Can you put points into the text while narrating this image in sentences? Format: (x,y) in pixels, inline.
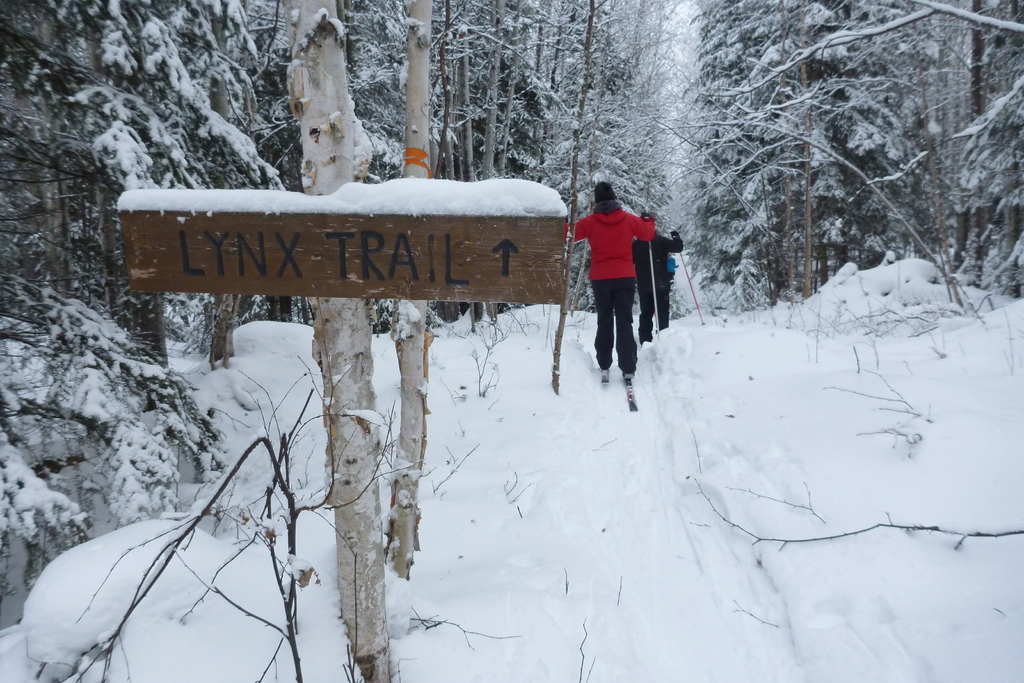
This picture is taken in a snow (699,371). In between the trees (567,164), there are people (622,239) skating with the ski-boards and holding sticks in their hands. All of them are facing backwards. Towards the left (333,154), there is tree (329,117) with a board (403,246). On the board (482,241) there is some text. At the bottom (581,584) there is snow (830,495). All the trees (112,114) are covered with the snow (632,99).
